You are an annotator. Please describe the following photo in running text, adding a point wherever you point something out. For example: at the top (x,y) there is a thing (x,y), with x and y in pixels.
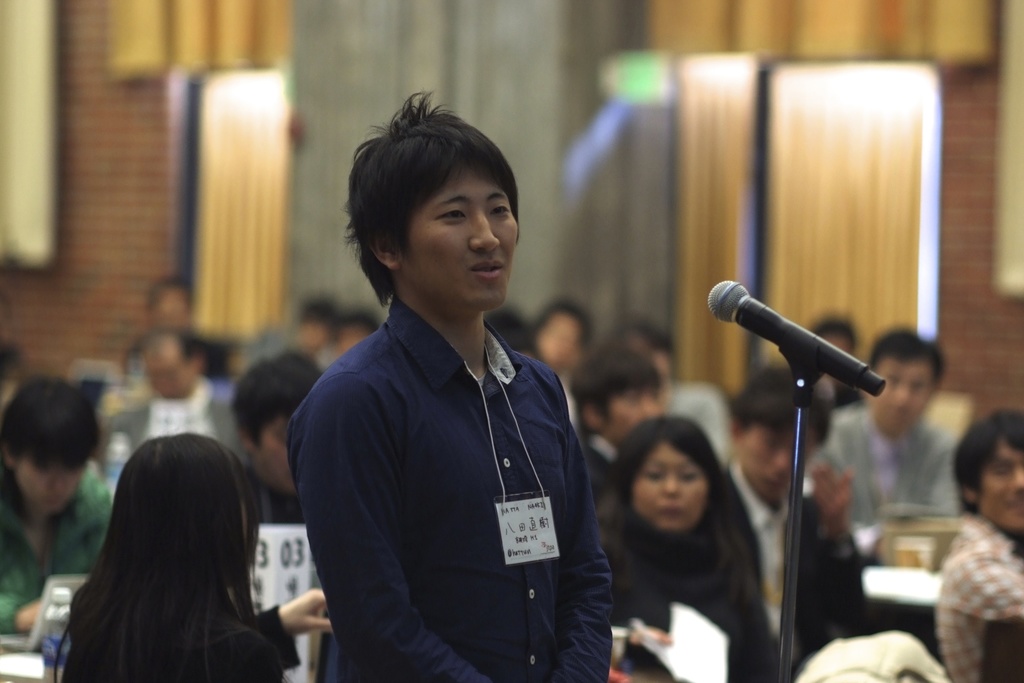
In the foreground (459,436) we can see a person (517,491), mic (732,318) and stand (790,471). In the middle of the picture (662,453) there are lot of people (985,617), tables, chairs (993,655), name boards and various objects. In the background (646,105) we can see windows (734,102), wall (471,35) and other objects (165,48).
